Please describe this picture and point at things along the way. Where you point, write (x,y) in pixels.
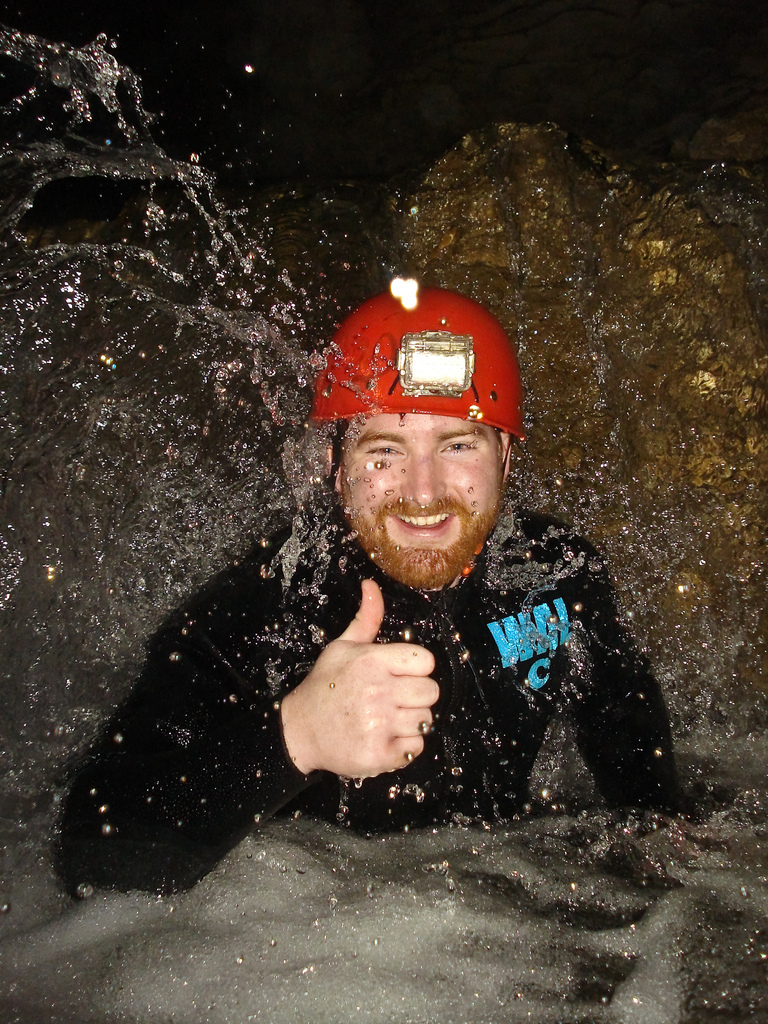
In the picture we can see a man (455,746) in the water (604,831), he is in a black dress (542,703) and red helmet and showing his thumb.
